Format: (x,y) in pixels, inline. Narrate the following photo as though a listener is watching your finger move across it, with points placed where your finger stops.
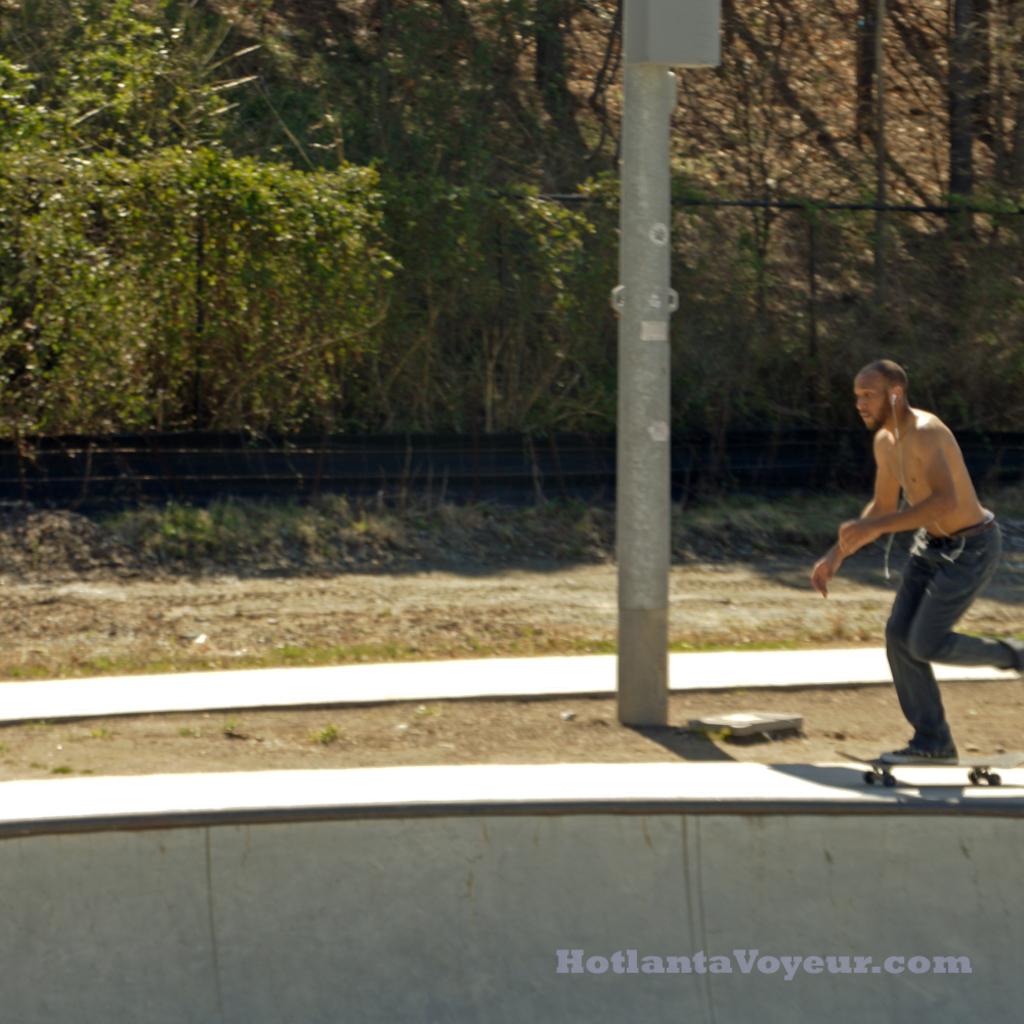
In this image I can see a person (906,657) skating. I can see a pole (652,452). In the background (548,342), I can see the fence (800,294) and the trees (527,108).
